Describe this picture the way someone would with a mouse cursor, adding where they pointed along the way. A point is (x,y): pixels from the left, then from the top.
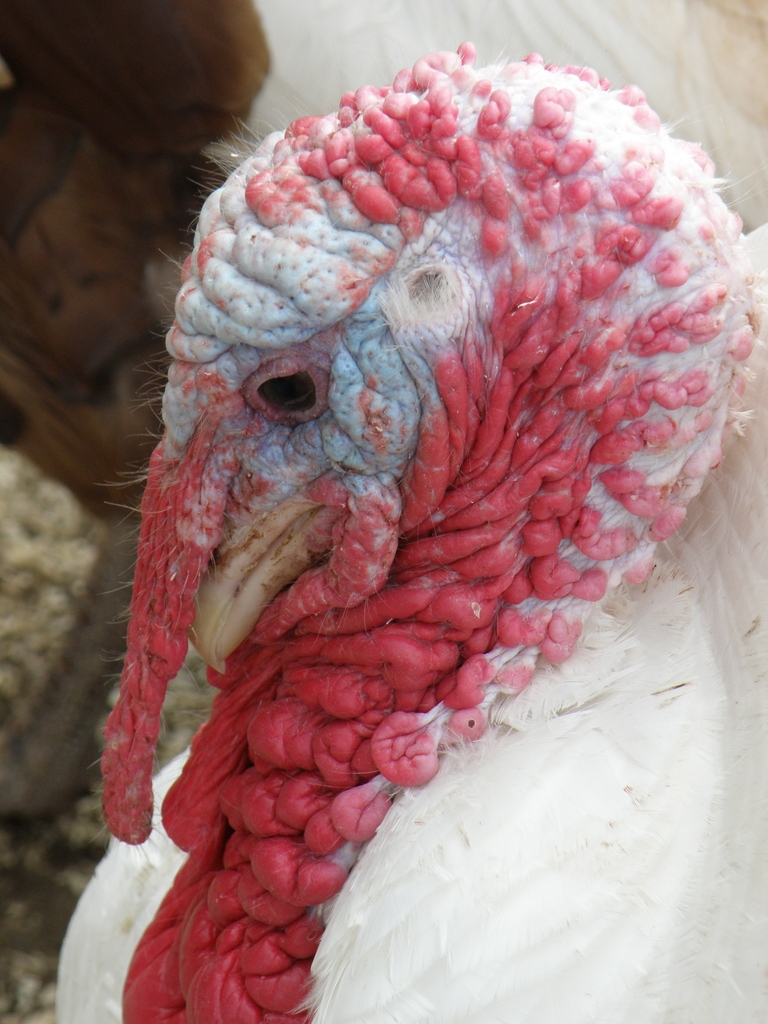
In this picture we can see a white color domestic turkey (581,888) here.
